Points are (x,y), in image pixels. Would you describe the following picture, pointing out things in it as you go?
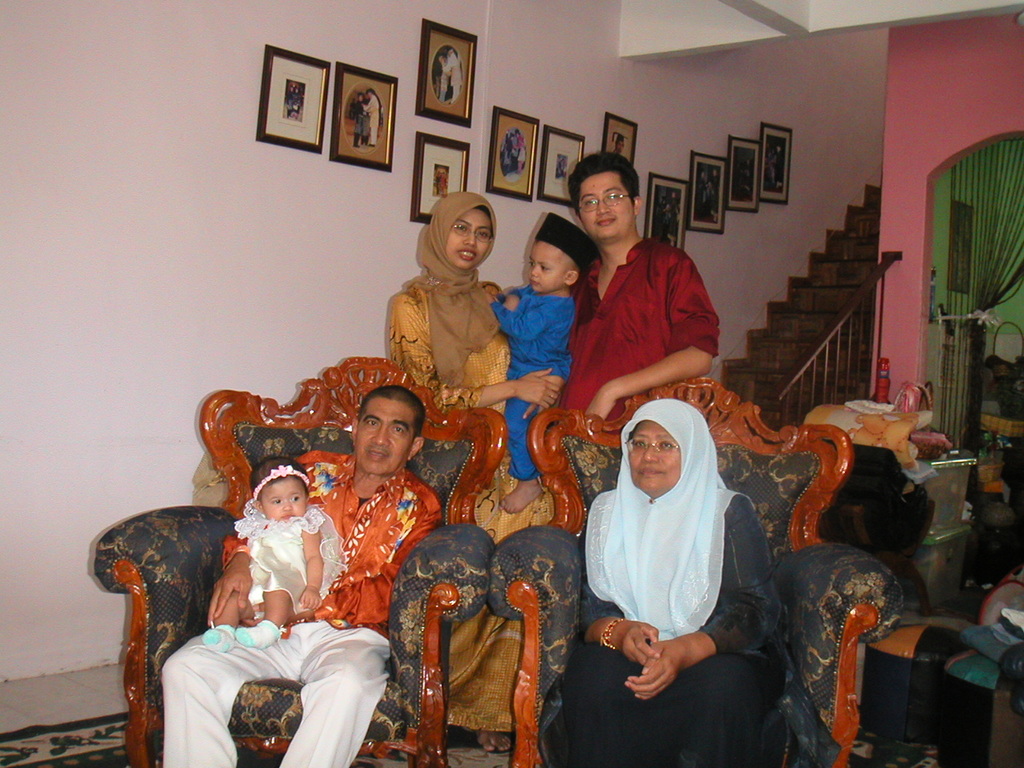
In this image we can see people (653,549) sitting and some of them are standing. We can see stairs (810,265). There are frames (711,182) placed on the wall (364,225). There are some objects (965,453) and we can see a curtain (986,221). At the bottom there is a carpet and we can see a cloth (977,682).
